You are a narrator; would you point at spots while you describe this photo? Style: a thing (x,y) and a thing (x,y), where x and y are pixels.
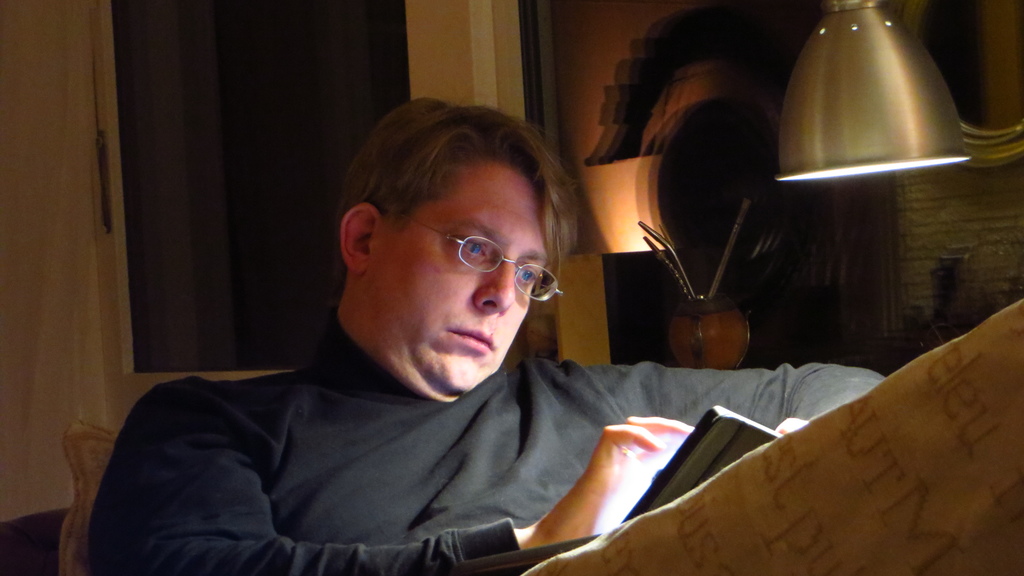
In this image I can see the person (291,458) with the black color dress (366,475) and holding an electronic device (680,491). To the right (868,133) I can see the lamp (868,148), pens (680,267) in the cup (718,324) and there is a black and cream color background (18,187).
